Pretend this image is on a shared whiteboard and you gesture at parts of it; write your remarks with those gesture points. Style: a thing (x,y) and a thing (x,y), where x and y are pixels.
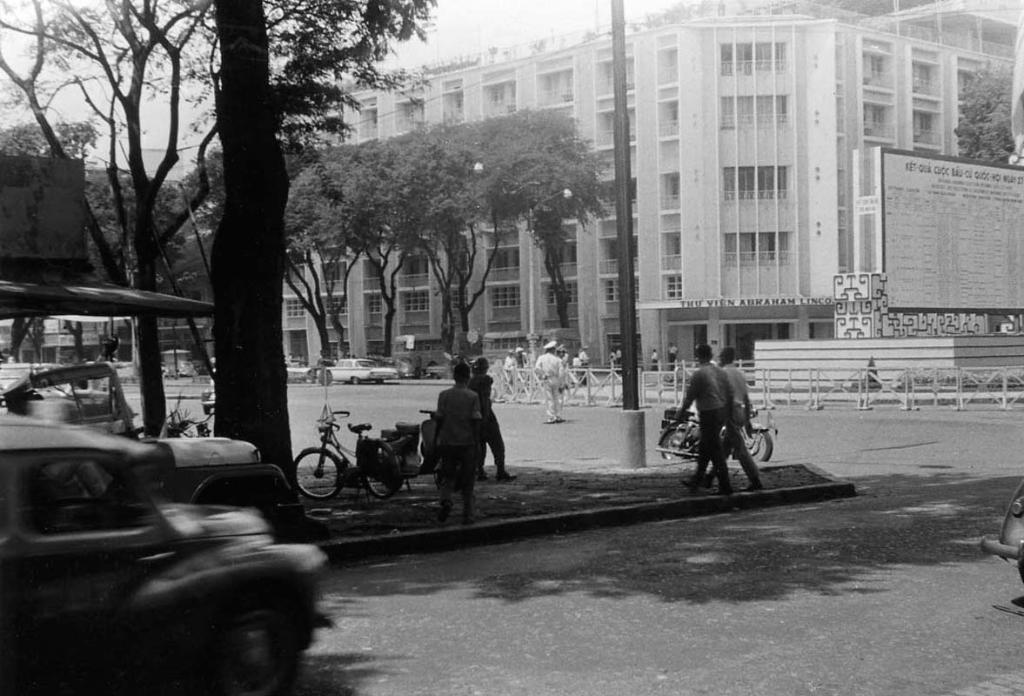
On the left side (193,578), there are vehicles (249,565) on the road (961,549), near a divider (320,501), on which, there is a pole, persons (711,439) walking and there are vehicles (408,444) parking. In the background (551,327), there are persons (547,383) and vehicles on the road (580,408), there are trees (428,175), buildings (662,66) and there is a sky (434,34).
